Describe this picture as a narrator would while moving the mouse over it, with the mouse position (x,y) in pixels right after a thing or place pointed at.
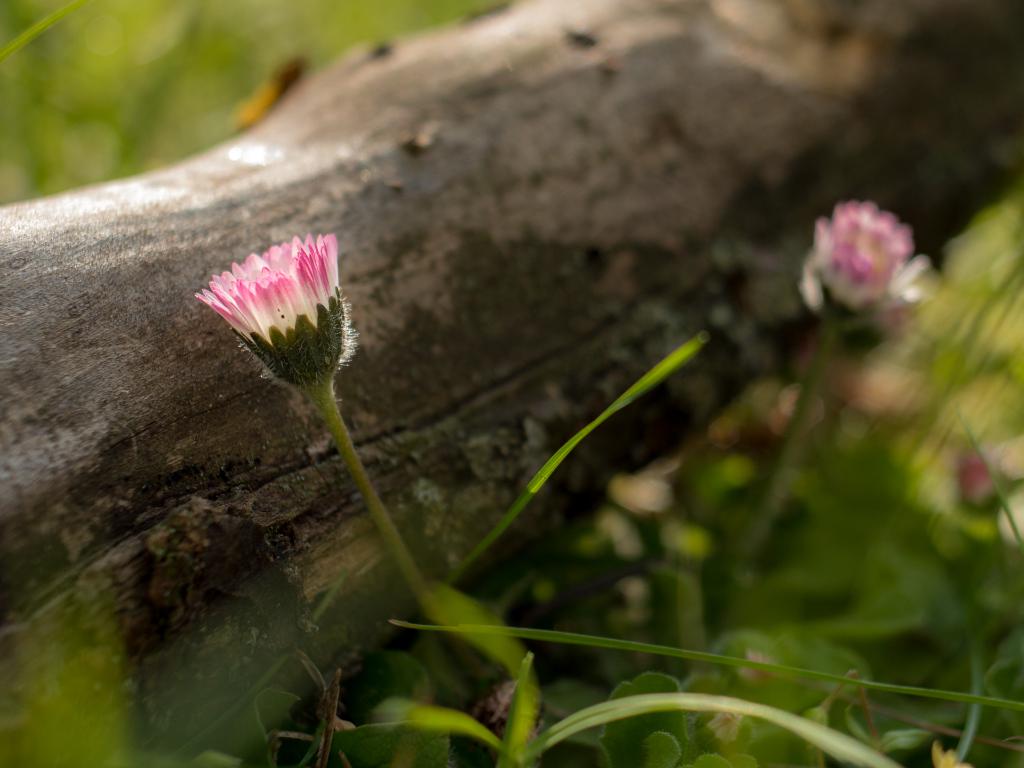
In this picture I can see a tree bark (561,296) and few plants (701,608) with flowers (852,283) and flowers (816,296) are white and purple in color.
